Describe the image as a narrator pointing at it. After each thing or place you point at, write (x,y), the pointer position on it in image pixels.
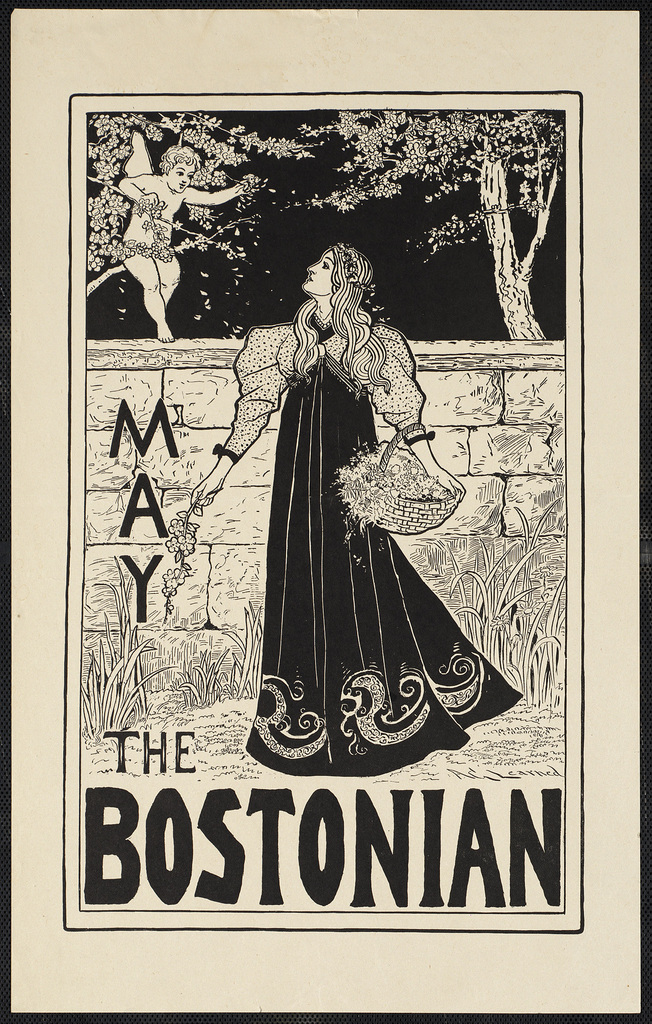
It is an animated image, there is a woman (432,620) plucking the flowers (360,454) and above the woman (318,469) there is an angel (168,263), beside the woman (279,531) it is written as "MAY" and below the picture some other name (524,903) is written.
